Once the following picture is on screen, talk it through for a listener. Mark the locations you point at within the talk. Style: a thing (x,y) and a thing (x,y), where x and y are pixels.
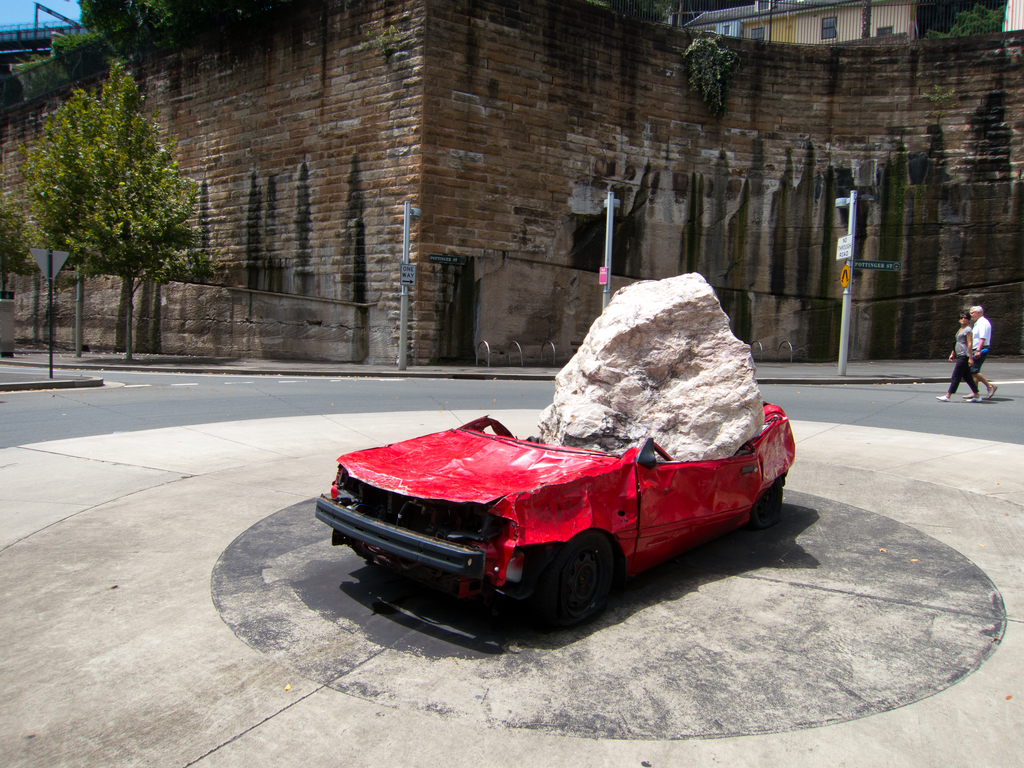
In this image I can see a car (500,499) which is red in color is damaged and I can see a huge rock (652,389) which is cream in color on the car (574,505). I can see the road (862,403), two persons (969,351) walking in the road (951,404), few trees (111,100) which are green in color, few poles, few boards (412,276) attached to the poles (848,265) and the wall (775,231) which is made of bricks (542,112) which is black, brown and cream in color. I can see a building (889,25), few trees (131,33) and the sky (51,3) in the background (100,30).
